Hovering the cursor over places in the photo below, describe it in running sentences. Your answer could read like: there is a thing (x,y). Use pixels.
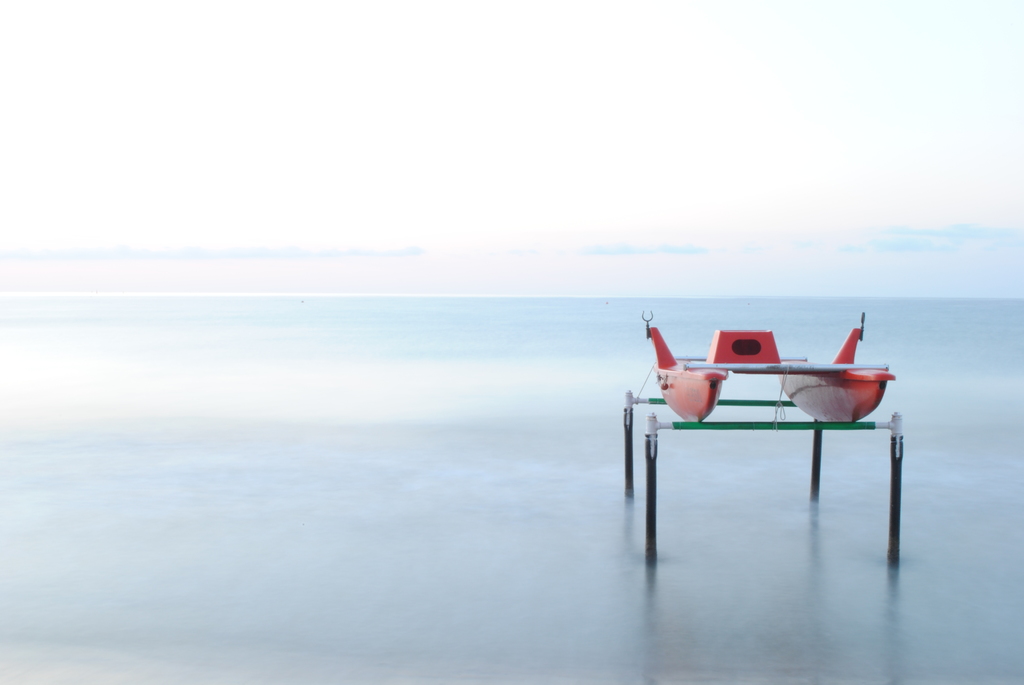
In the front of the image (869,383) there is a boat (698,380), rods (650,532) and water (479,394). In the background of the image (562,167) there is the sky (639,137).
